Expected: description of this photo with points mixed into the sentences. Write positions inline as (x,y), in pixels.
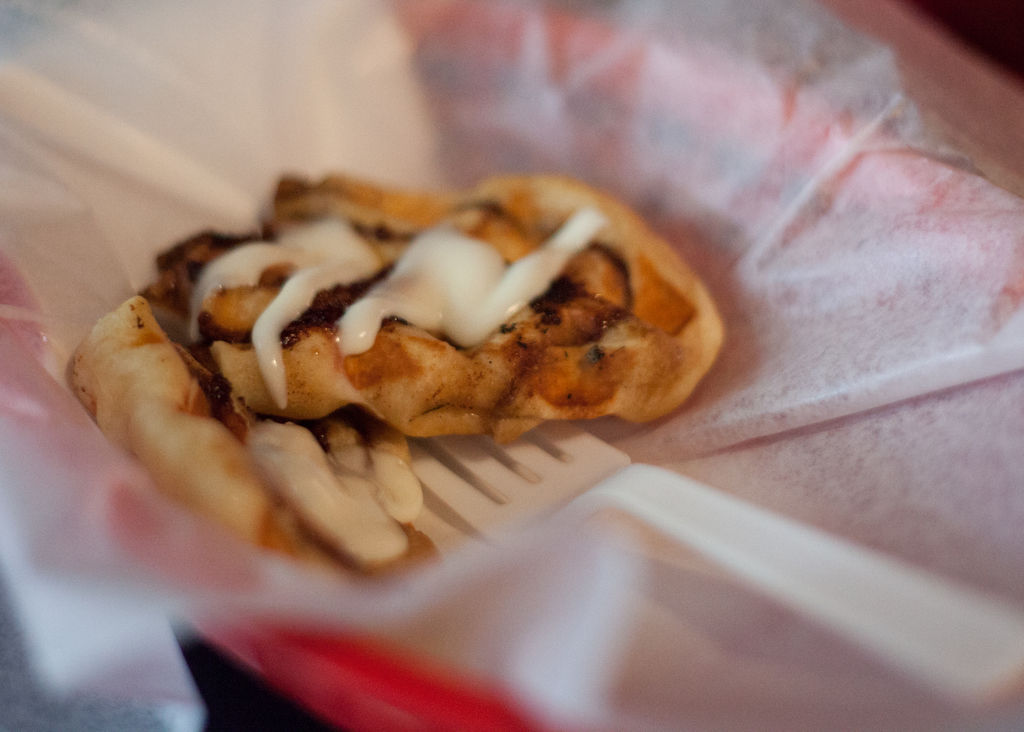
This image consists of a food (311,542) kept in a bowl (620,572) along with a tissue (77,422). At the bottom (924,632) there is a fork (914,622) in the bowl (827,659).
